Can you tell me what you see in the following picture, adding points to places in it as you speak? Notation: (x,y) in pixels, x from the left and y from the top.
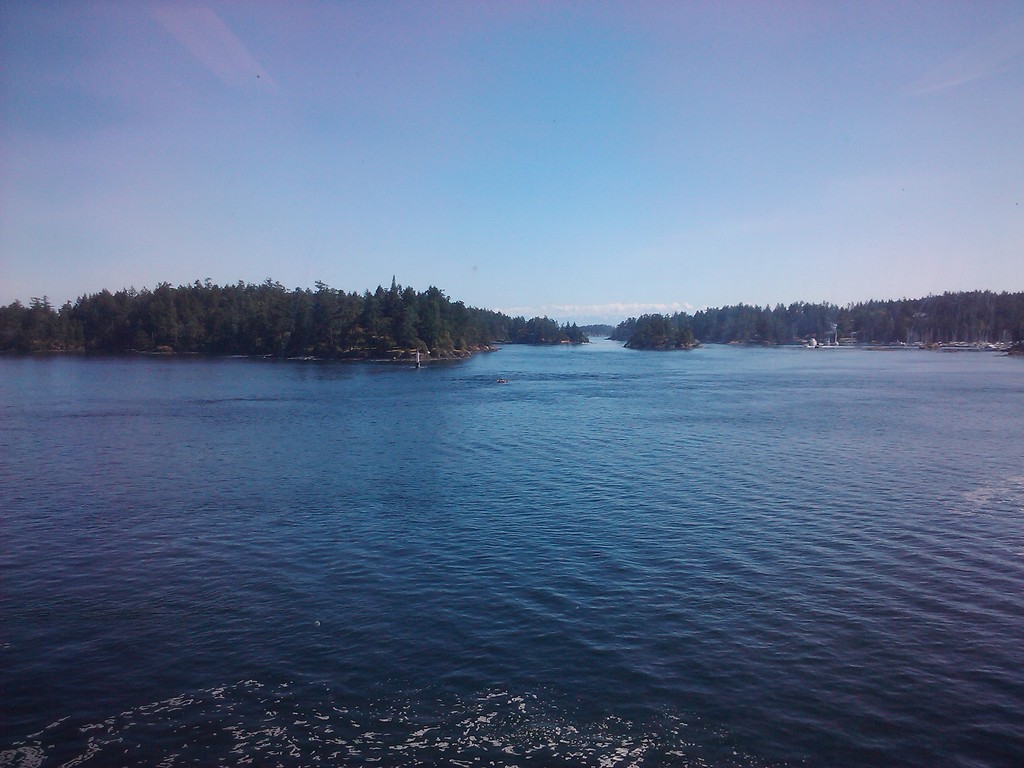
In this image we can see a river (396,429), trees (386,318) and sky (515,160) with clouds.
